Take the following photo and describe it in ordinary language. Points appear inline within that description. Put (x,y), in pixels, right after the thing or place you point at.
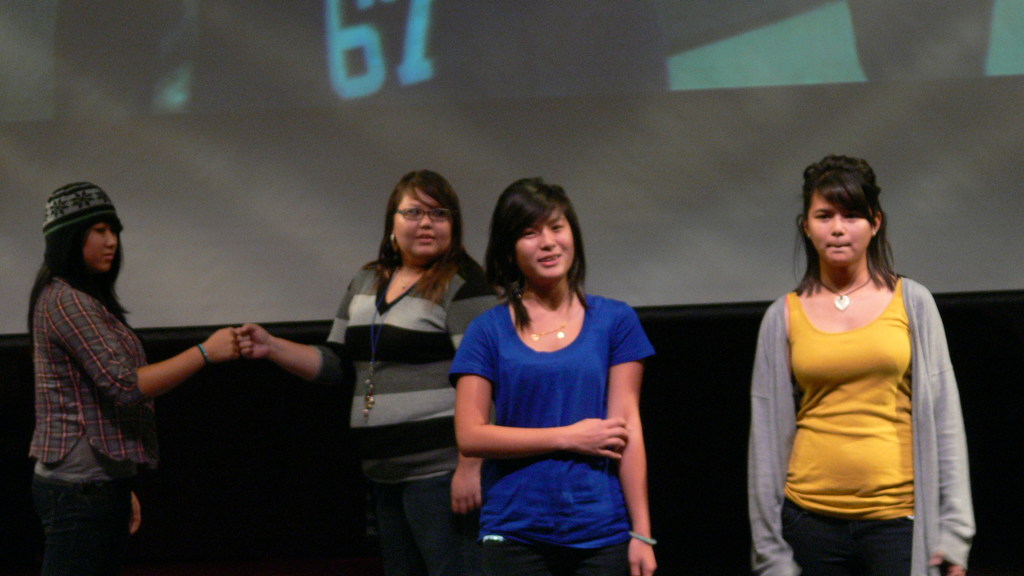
In this picture we observe four people (81,408) are on the stage (232,375) and in the background (147,316) we observe a screen (155,134).
